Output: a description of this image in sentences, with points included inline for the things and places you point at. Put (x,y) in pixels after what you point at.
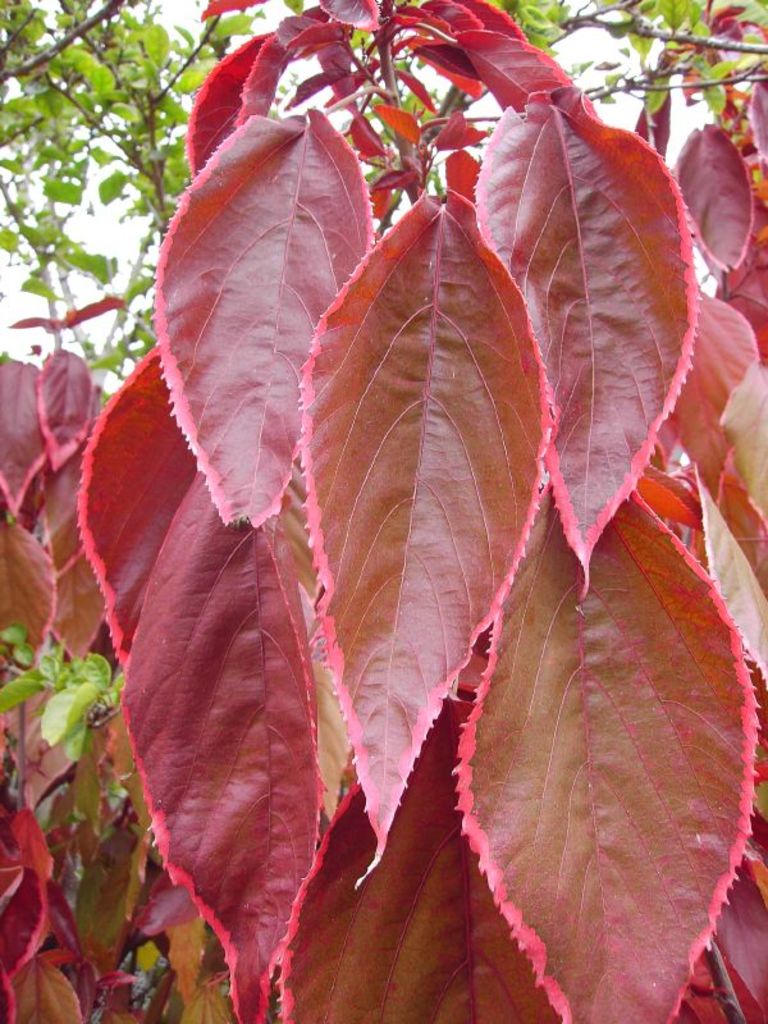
In the foreground of the picture (341,434) there are leaves (342,462) and stem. In the background (75,78) there are trees (635,18). Sky (127,249) is cloudy.
